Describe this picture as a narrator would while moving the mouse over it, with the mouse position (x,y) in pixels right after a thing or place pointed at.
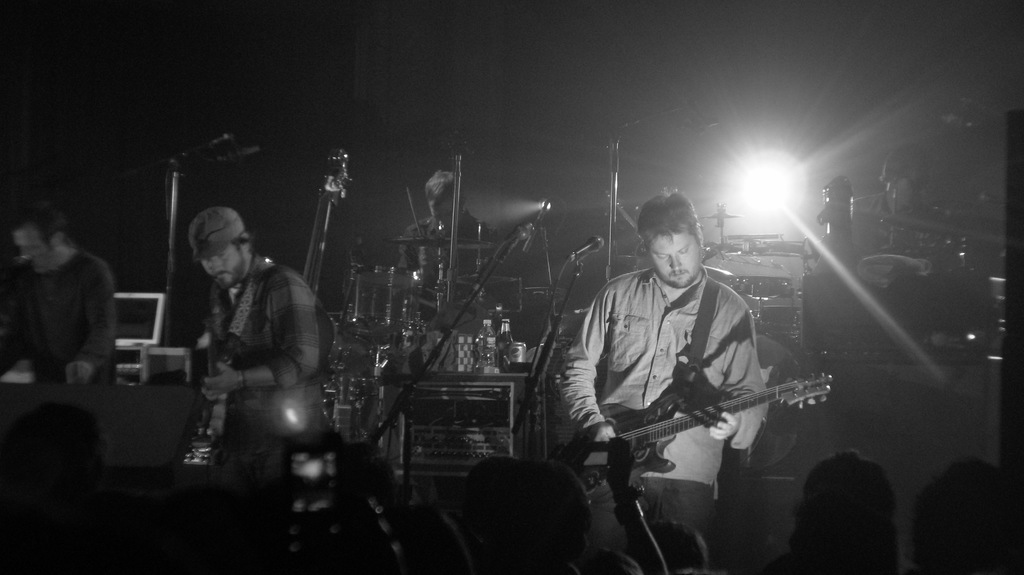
This image is clicked in a concert. In the front (670,418), the man (632,325) is playing guitar (645,414). In the background (453,291), the man (448,189) is playing drums (353,418). At the bottom (470,497), there is a crowd (861,573). The background (63,93) is dark.
